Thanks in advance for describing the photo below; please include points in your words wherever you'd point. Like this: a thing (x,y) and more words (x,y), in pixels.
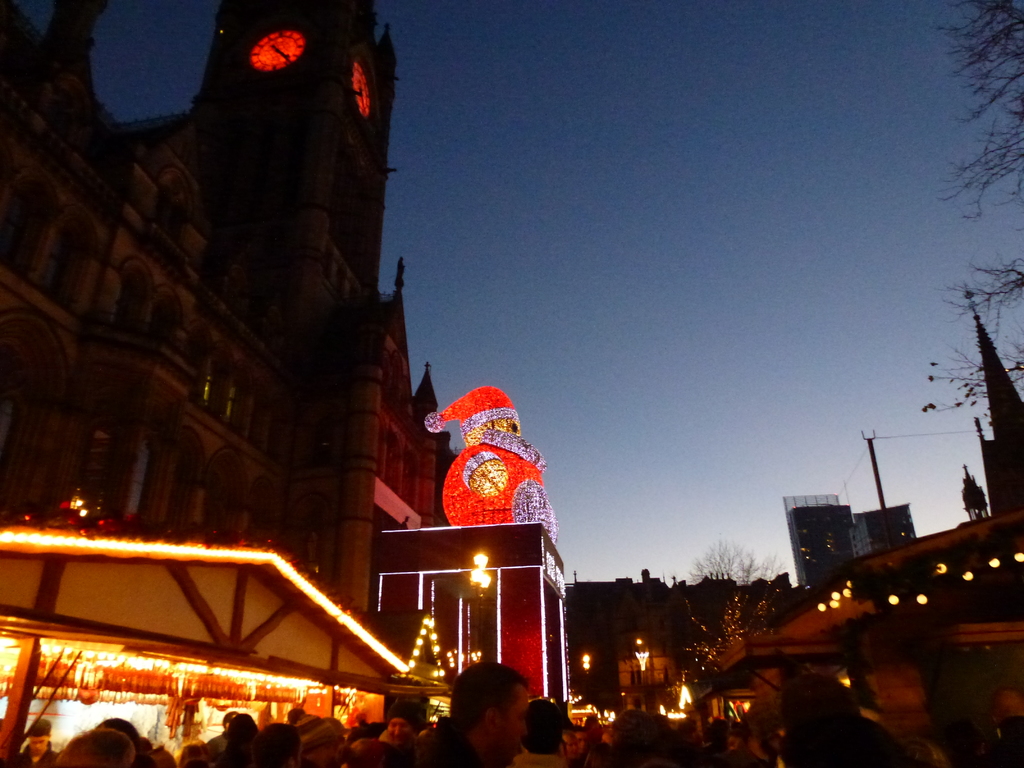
The picture is captured in the evening, there is a huge building (388,528) and in front of the building (290,264) there is sculpture (478,481) of Santa Claus (459,500) on a lit box (515,628) There is a huge crowd (461,697) moving around and the stalls (171,588) are lightened up with bright lights (291,582) and on the tower (313,149) there are two clocks (297,36) fit in between the wall (360,217), on the right side (873,523) there are some other buildings (869,541) and beside them there are few trees (994,135).
